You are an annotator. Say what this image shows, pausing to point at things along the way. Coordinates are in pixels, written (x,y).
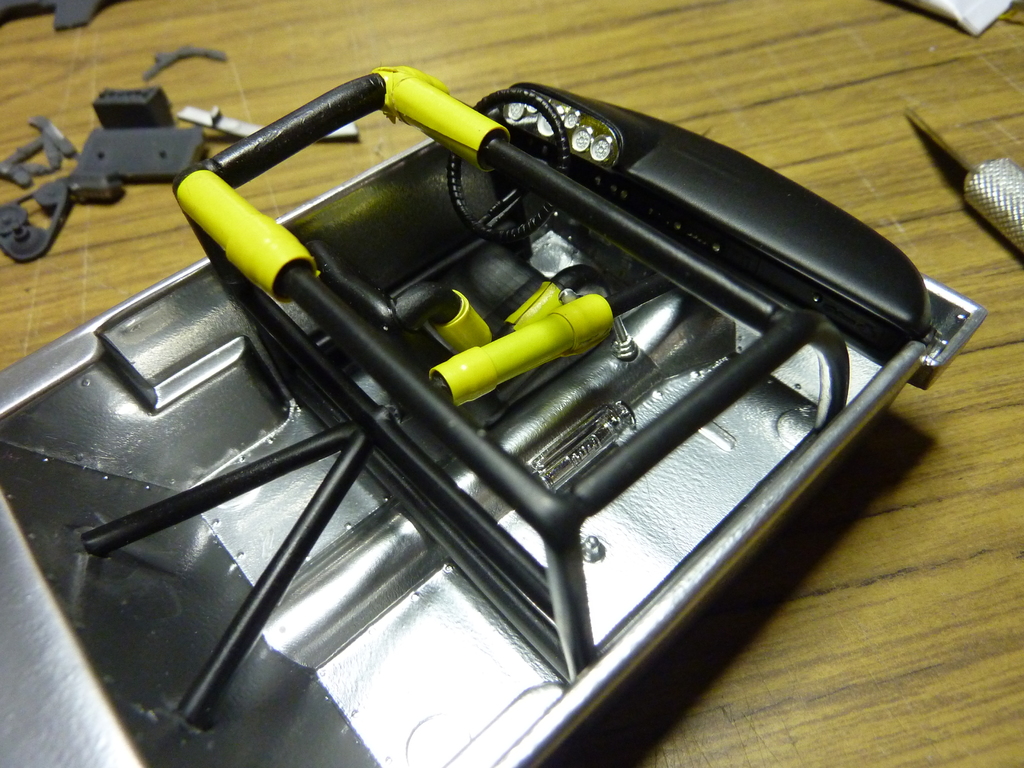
In this image there is a toy vehicle (215,495) on the wooden plank (971,374). There are few nuts (96,186) and parts of vehicles (139,134) are on the wooden plank (587,82). Right top there is a tube (958,4).
